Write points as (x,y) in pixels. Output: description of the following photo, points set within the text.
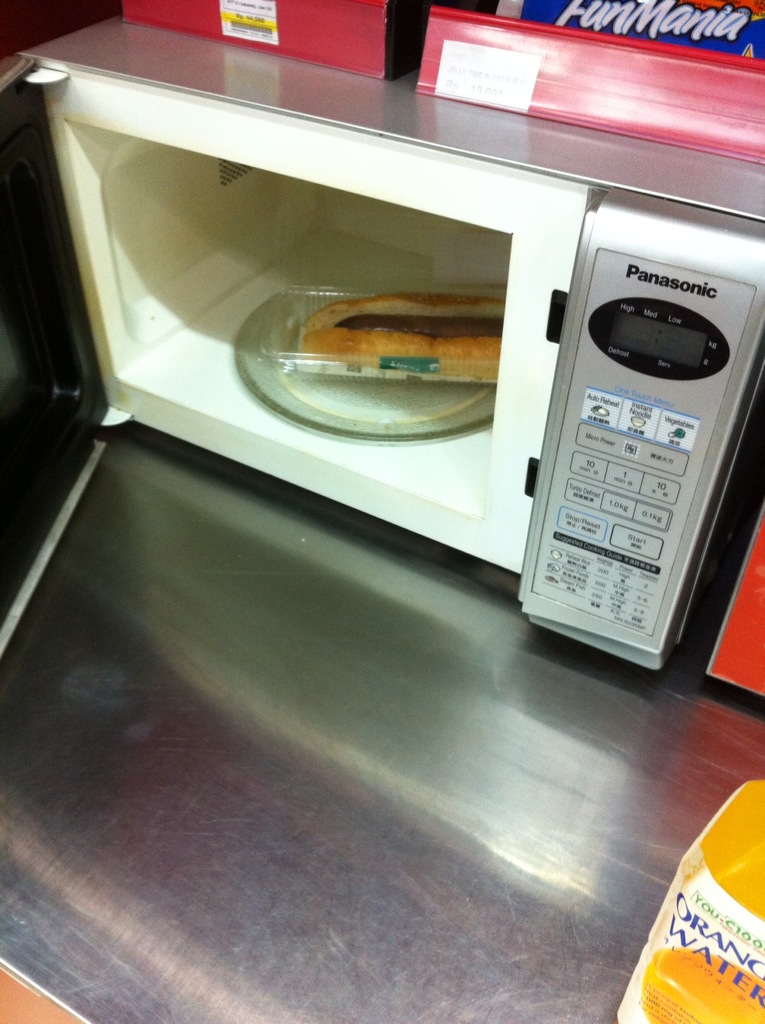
In this image there is a Panasonic oven (419,285) and inside the oven (102,319) we can see a food item (420,347). The oven (92,344) is placed on the counter (460,778). Image also consists of two red color boxes (493,34) at the top (684,97).
